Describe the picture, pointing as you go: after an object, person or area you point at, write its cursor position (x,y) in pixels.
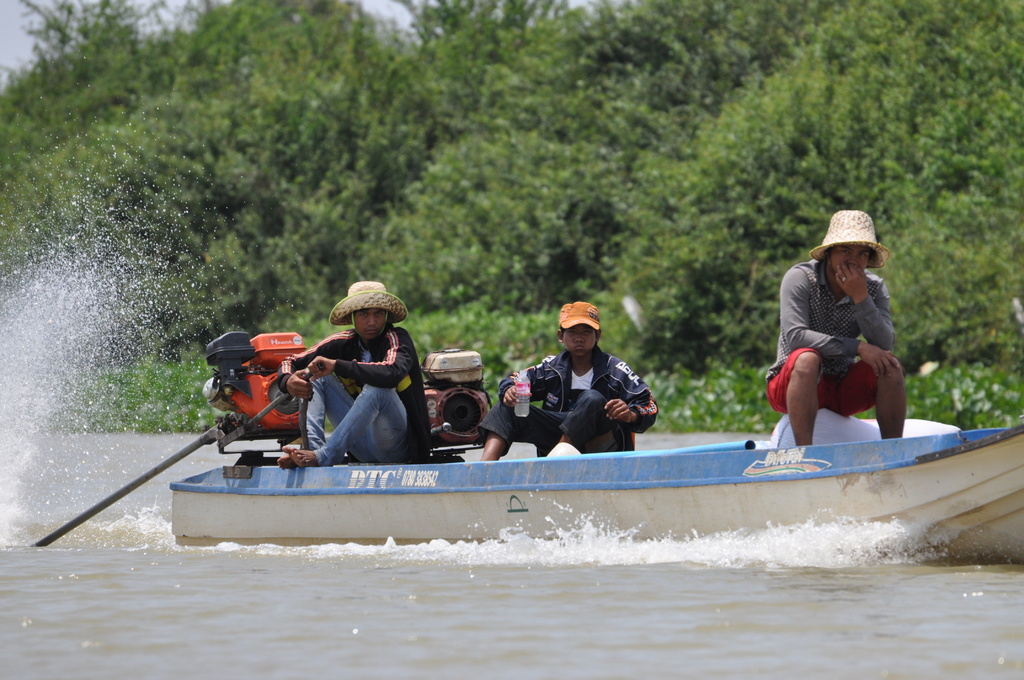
In this image there are people (342,428) sitting on the boat (583,482). Beside them there are a few objects (439,397). At the bottom of the image (414,634) there is water (494,610). In the background of the image (453,177) there are trees (487,153) and sky (19,26).
